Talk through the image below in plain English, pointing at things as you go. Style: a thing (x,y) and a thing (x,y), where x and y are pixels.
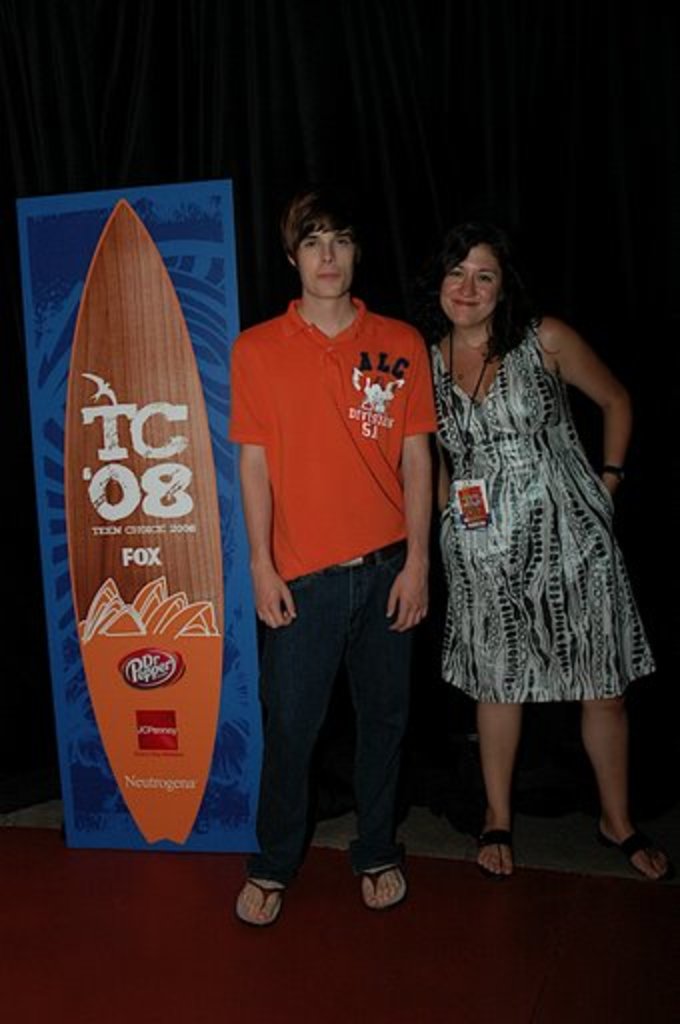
In this image I can see a man (329,435) wearing orange t shirt (337,452) and black pant (319,601) and a woman (475,577) wearing black and white dress (528,531) are standing. I can see a banner (212,483) which is blue, brown and orange in color beside them. I can see the black colored background (271,103).
